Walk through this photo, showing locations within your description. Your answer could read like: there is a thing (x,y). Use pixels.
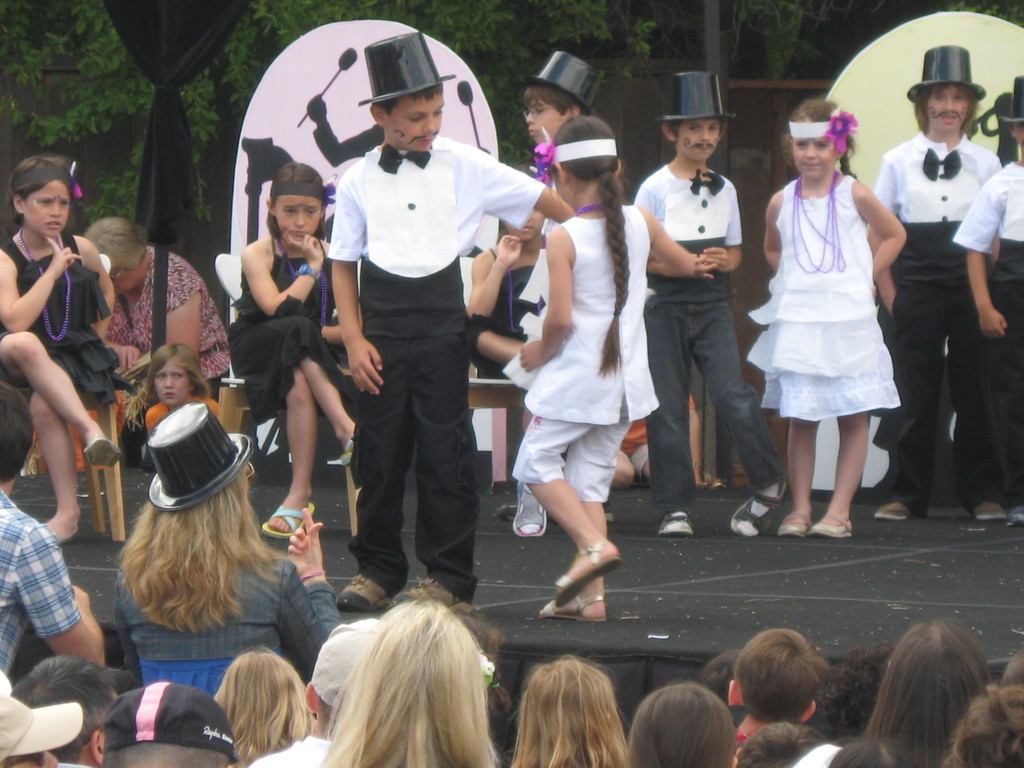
In the foreground of this image (427,733), on the bottom (463,740), there are head (592,739) of the person (246,763) and in the background (459,421), on a black stage (803,567), there are two kids (524,439) are performing an act and also there are kids (697,201) few are sitting and few are standing, few decorative cardboard (873,88), trees (317,12) and a curtain (186,75).
